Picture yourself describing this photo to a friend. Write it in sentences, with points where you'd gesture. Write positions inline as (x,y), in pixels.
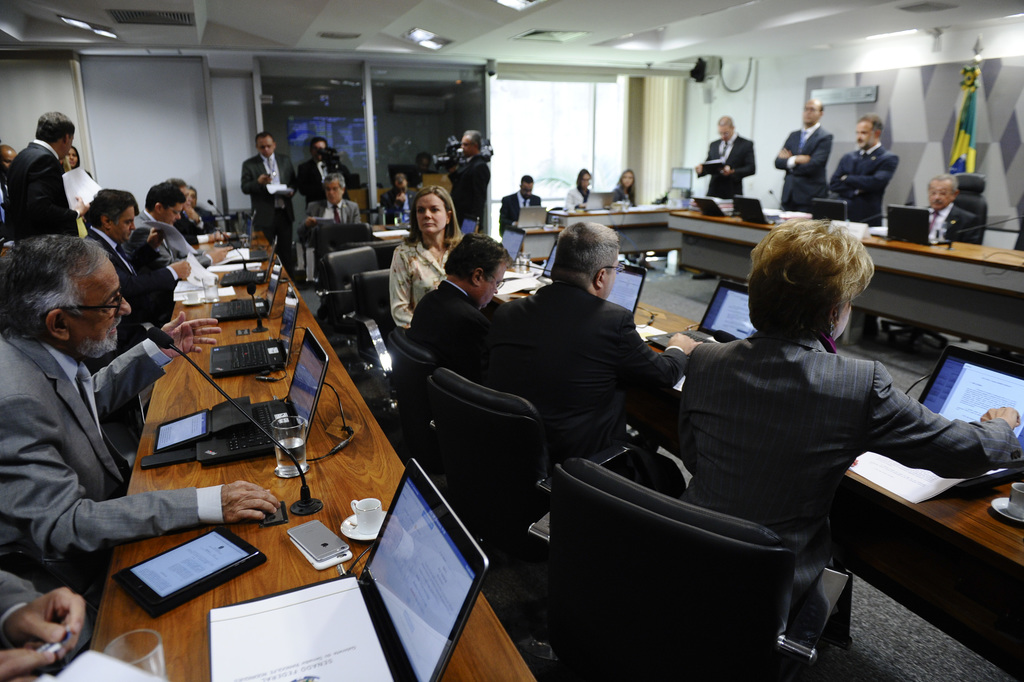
In this image I can see number of people (473,171) where few of them are standing and rest all are sitting on chairs (335,296). I can also see a flag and few tables (292,520). On these tables (168,651) I can see laptops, cell phones (316,540), cup (372,519), glass (129,648), mics (169,348) and few papers (197,284).
